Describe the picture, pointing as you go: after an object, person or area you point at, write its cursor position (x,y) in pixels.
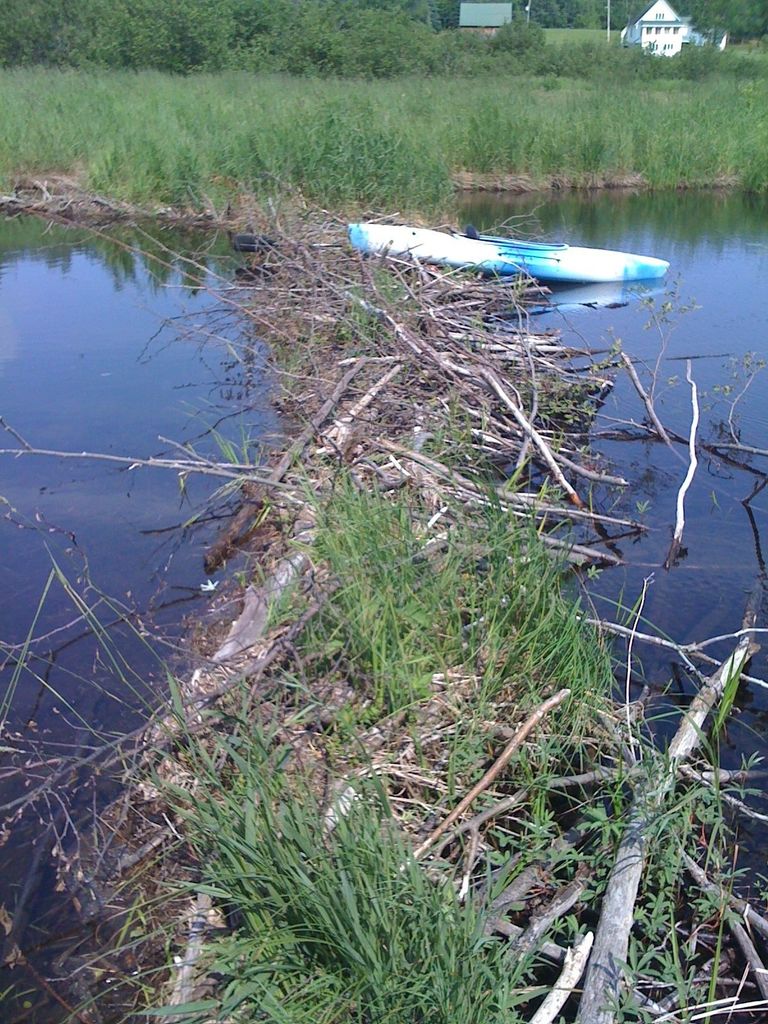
In this picture we can see water (557,222), grass (324,558) and a boat (532,256), in the background (738,7) we can find few trees (455,50) and buildings (676,44).
